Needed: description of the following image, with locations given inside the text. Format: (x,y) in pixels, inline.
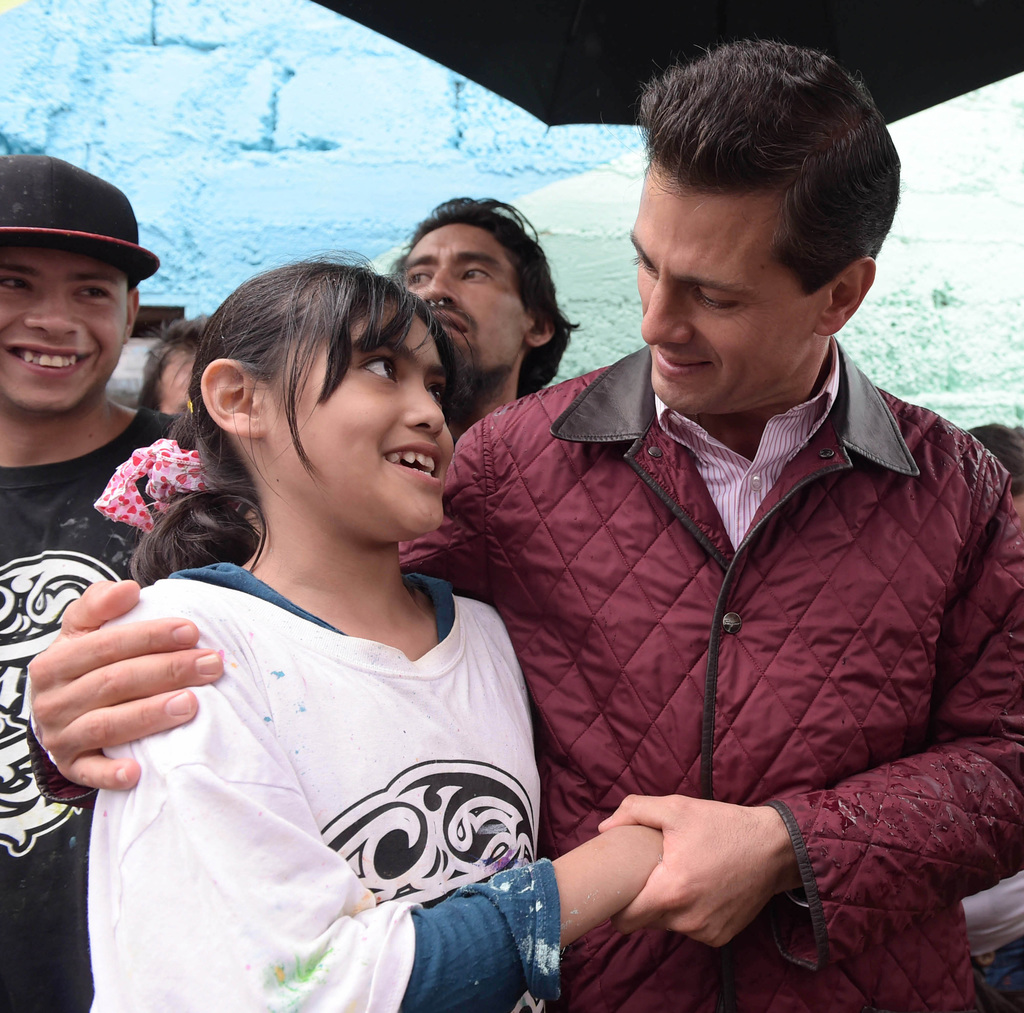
The man (569,663) in the maroon jacket (679,599) is standing and he is holding the hand (598,867) of the girl (523,762) who is standing beside him. Both of them are smiling and she is trying to talk something. Behind them, we see people (106,546) are standing. The man (62,208) on the left side (28,559) who is wearing a black cap (70,243) is smiling. In the background (291,247), we see a wall (390,194) in blue and green color. At the top (588,57), it is black in color.
